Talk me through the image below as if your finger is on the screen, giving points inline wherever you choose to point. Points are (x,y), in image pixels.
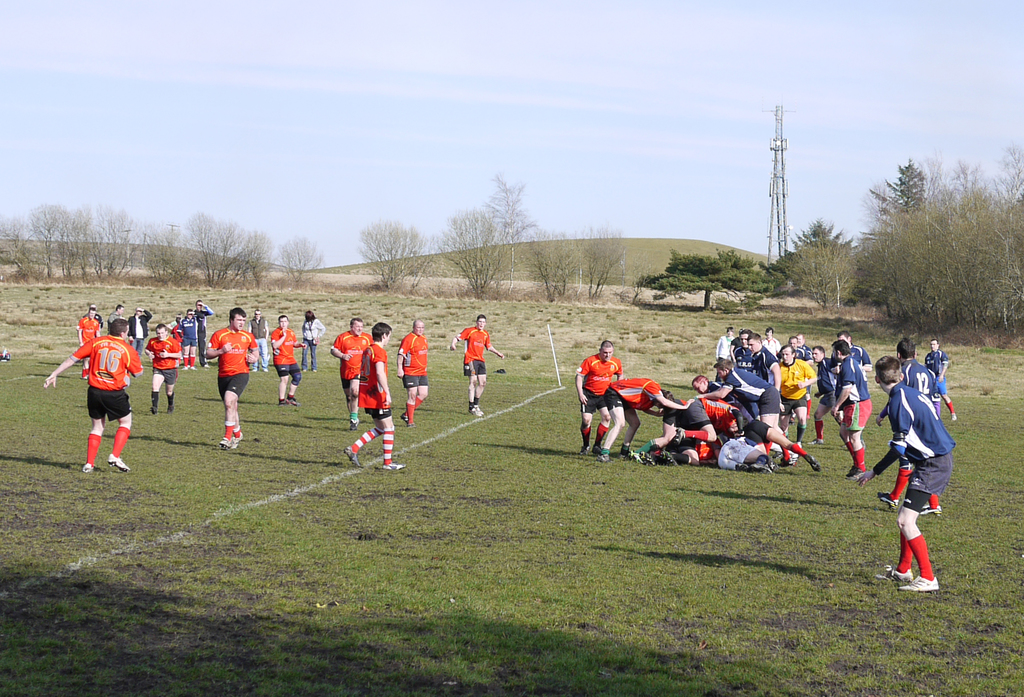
In this picture I can see there are some people (926,483) standing here wearing jerseys (234,361) and they are two teams (280,376) here in the playground (798,544).
